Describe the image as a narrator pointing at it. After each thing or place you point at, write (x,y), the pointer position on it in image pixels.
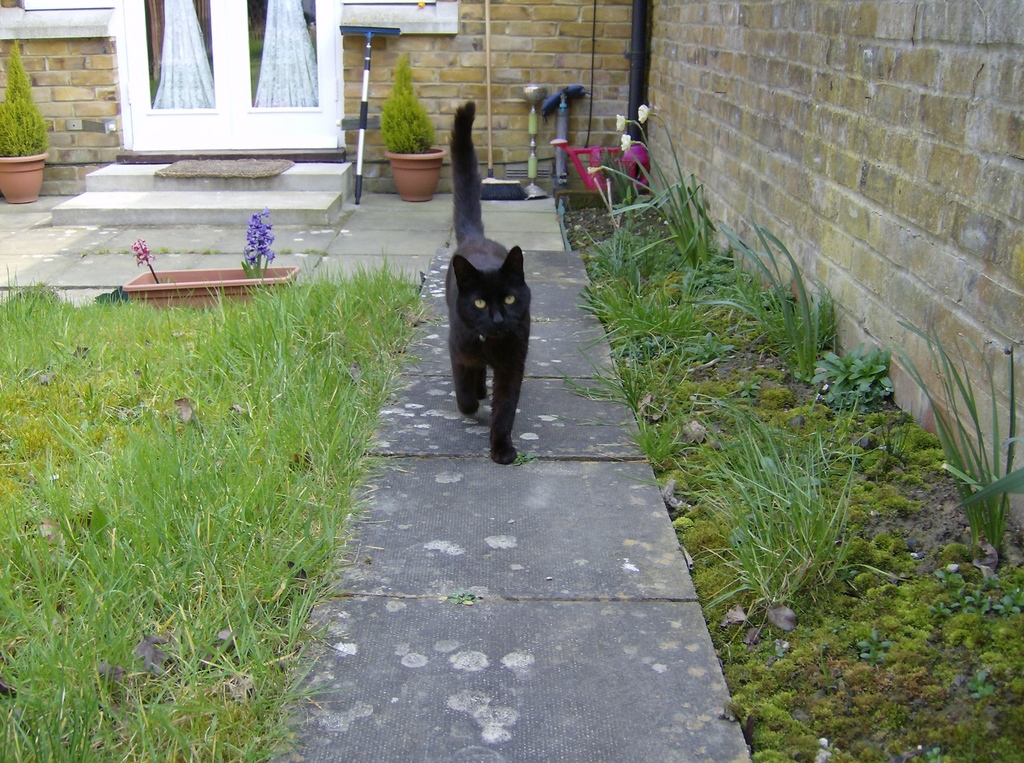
In this picture we can see a black color cat (504,401) in the front (475,383), on the right side (867,558) and left side (35,606) there is grass (736,565), we can see plants (422,126), a mat (228,166), flowers (596,170), cleaning brushes (363,94) and a door (287,72) in the middle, on the right side (876,65) there is a wall (873,66).
